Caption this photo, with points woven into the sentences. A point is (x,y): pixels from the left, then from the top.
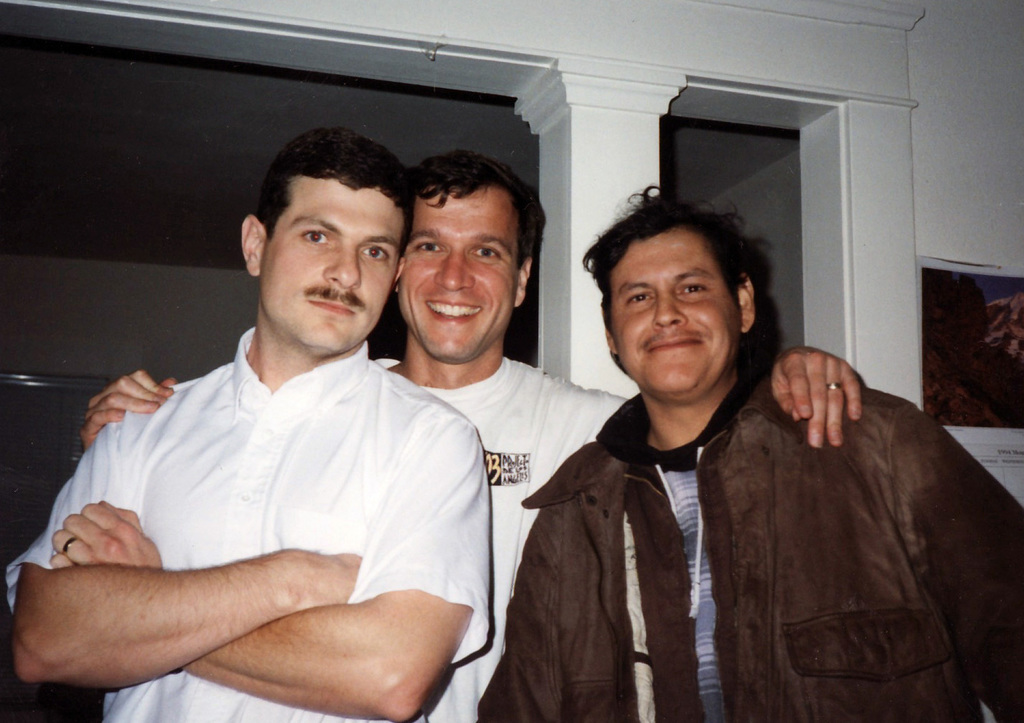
This picture shows three men (517,443) standing with a smile on their faces (517,248) and we see a man (670,549) wore a jacket (769,533) and we see a poster (987,318) on the wall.
